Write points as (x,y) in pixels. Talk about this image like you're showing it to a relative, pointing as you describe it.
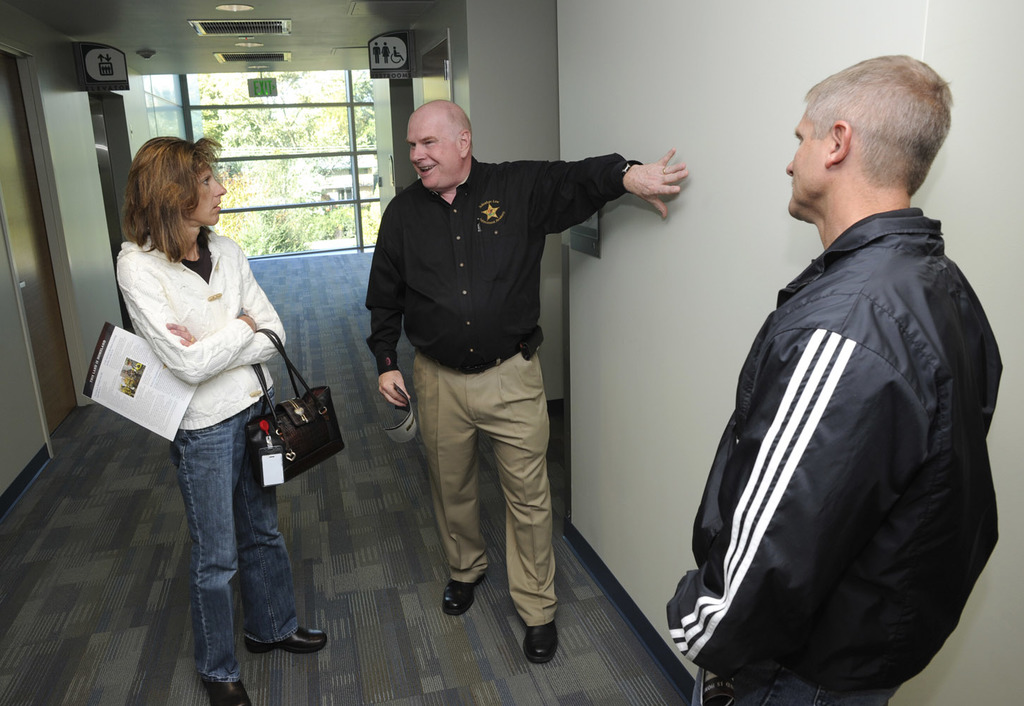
A lady (178,348) wearing a white dress (193,354) is holding a book (145,397) and a bag (291,412). A person (474,284) wearing black dress (481,250) is speaking and holding something (405,422) on his hand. Another person (844,421) wearing jacket (853,412) and watching this person (381,223). There are some sign boards (92,66) in the room (161,62). There is a door (45,262). In the background (267,178) there are some buildings (345,178) and trees (286,222).
